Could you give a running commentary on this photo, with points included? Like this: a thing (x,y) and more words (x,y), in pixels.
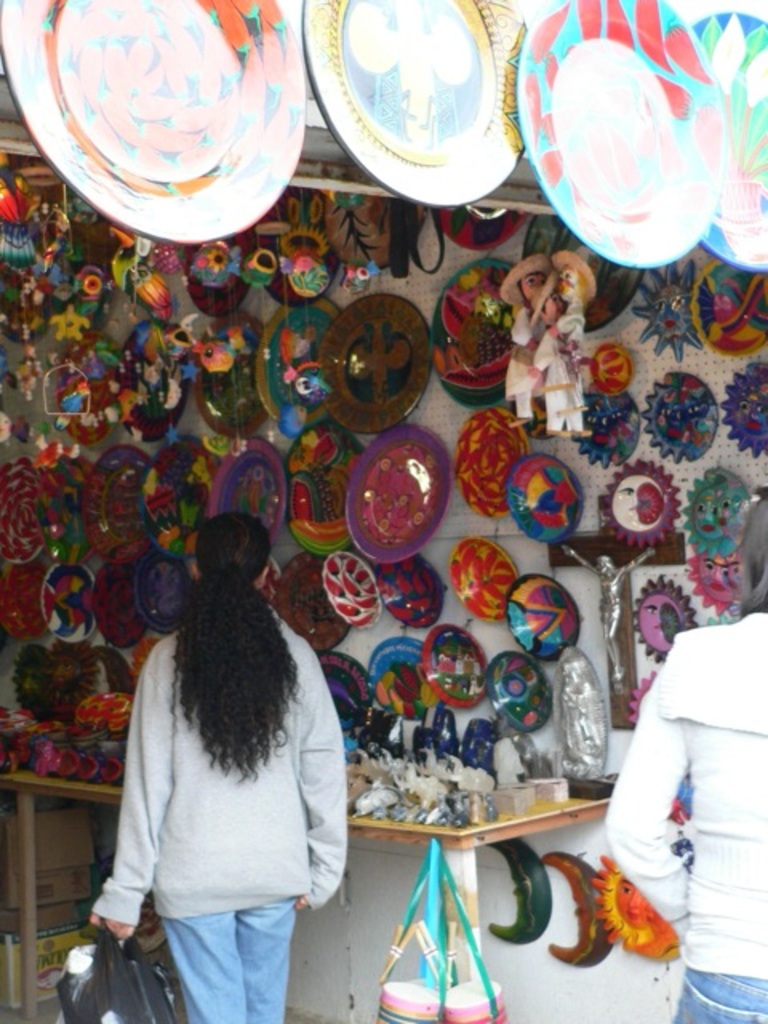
Here we can see two women (270,796) and among them a woman (213,534) in the middle (259,681) is holding a bag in her hand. There are plates (392,379), toys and some other objects (92,660) on the wall (325,934) and on the table (443,837) we can see objects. At the top (155,65) there are plates (266,66).
